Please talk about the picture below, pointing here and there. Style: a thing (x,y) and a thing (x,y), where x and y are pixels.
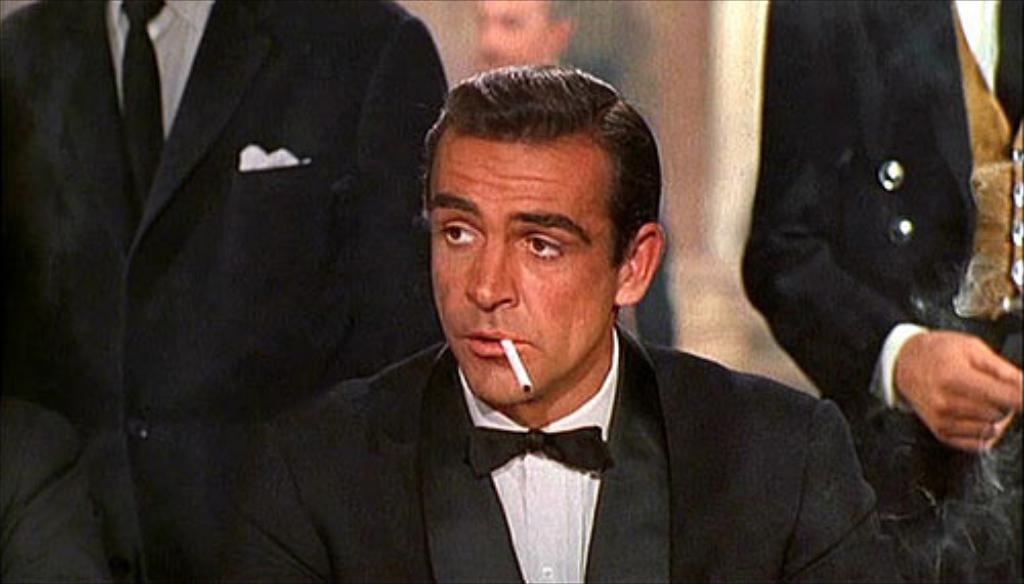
In this image I can see a person (587,372) holding cigarette (514,357) with his mouth (482,338). Behind him there are few persons (257,245) standing in the background (299,302) is blurry.
